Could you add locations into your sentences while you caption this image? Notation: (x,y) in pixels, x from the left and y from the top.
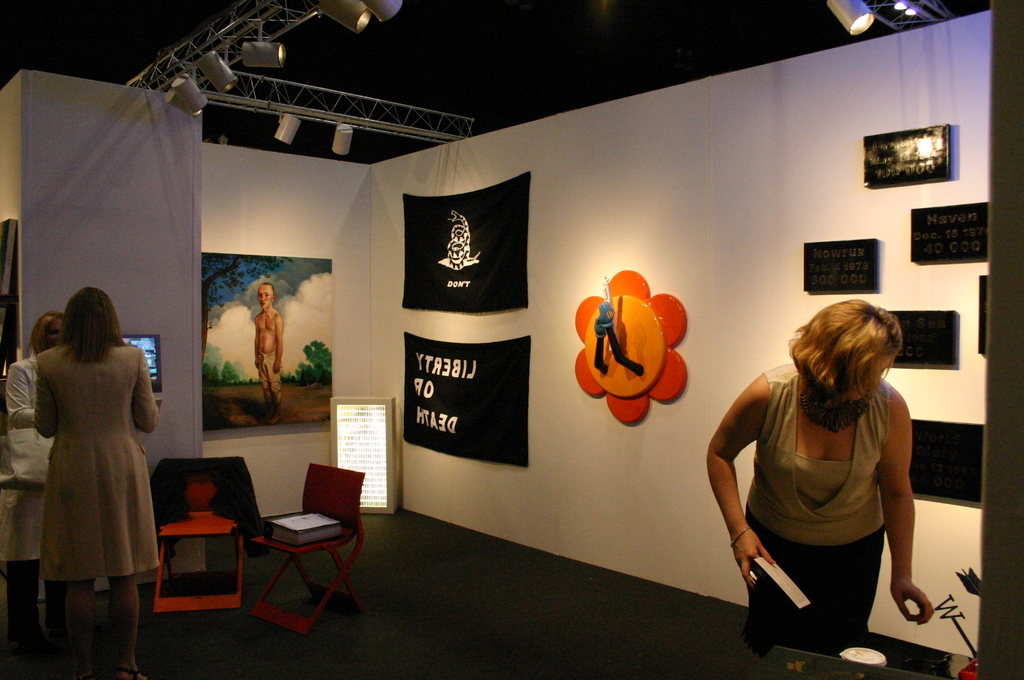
This picture is of inside. On the right (842,427) there is a woman (826,552) holding a paper (792,589) and standing. On the left (105,346) there are two women (89,410) standing and seems to be talking and we can see there are two chairs (205,514) placed on the ground (372,619) and there is a book (308,529) on the top of the chair (316,543), behind that there is a poster (294,262) of a man (270,312) with trees (238,280) and clouds (301,318) as a background in the image. In the background (180,143) we can see the metal rods (260,25), focusing lights (382,7), ceiling (580,30), some boards (933,152) on the wall (836,66).
